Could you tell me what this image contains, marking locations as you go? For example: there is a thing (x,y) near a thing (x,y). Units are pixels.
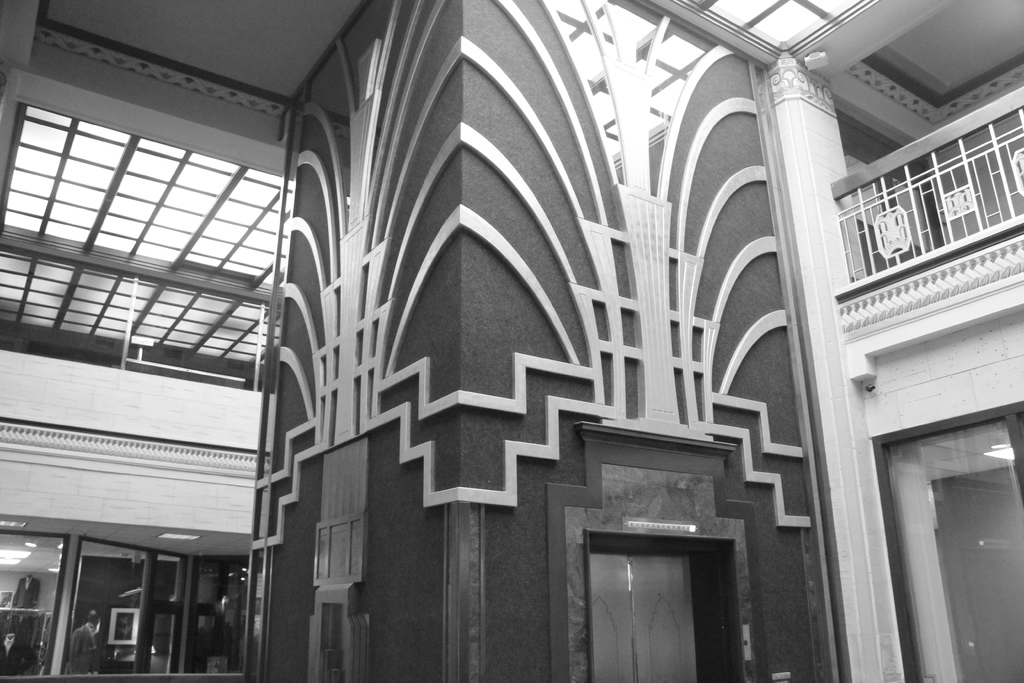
This is a black and white picture. Here we can see the inside view of a building (770,615). There are lights (1,555), door (649,656), and glasses (102,566).
